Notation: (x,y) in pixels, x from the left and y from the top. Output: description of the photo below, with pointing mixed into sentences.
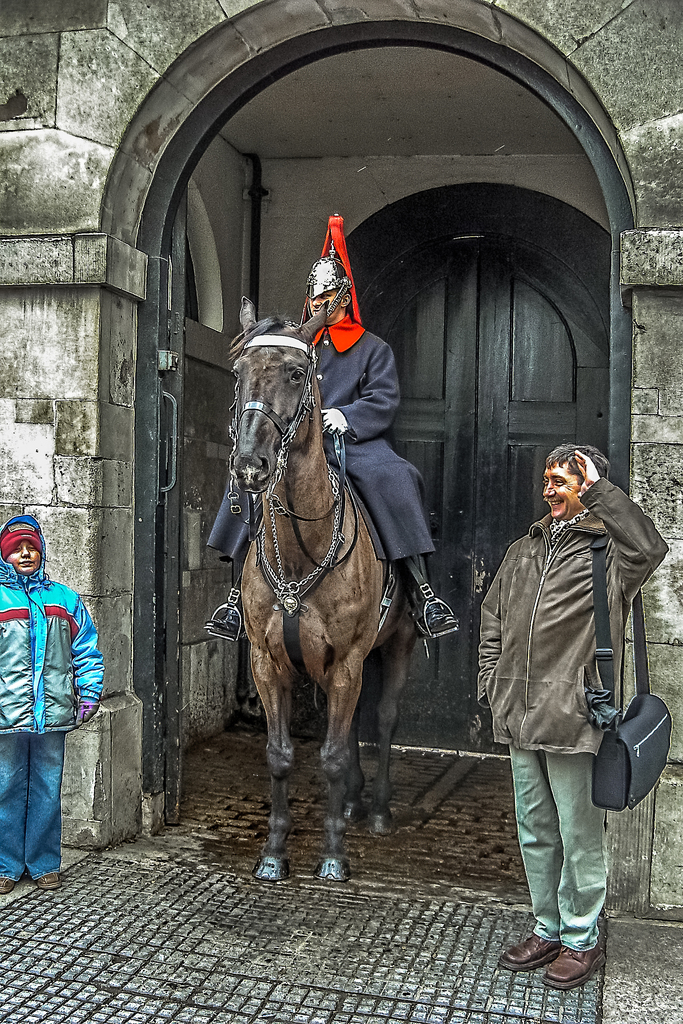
In this image we can see a man (336,333) sitting on the horse (346,551) and two people (578,781) are standing beside him. In the background (159,157) we can see a door (589,233) and a wall (150,147).
